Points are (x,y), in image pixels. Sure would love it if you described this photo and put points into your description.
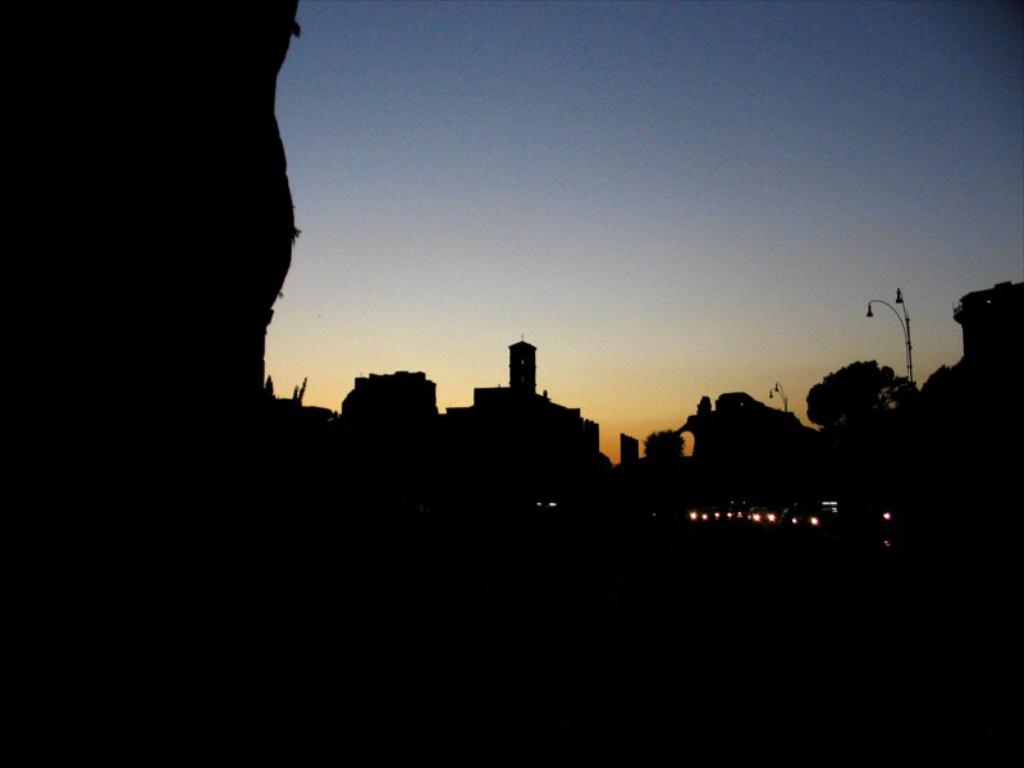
In this image, we can see few houses (1002,420), trees (869,415), street lights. Background (852,135) there is a sky (683,76). Here we can see few lights (694,521). At the bottom (549,593) and left side of the image (135,431), we can see the dark view.
